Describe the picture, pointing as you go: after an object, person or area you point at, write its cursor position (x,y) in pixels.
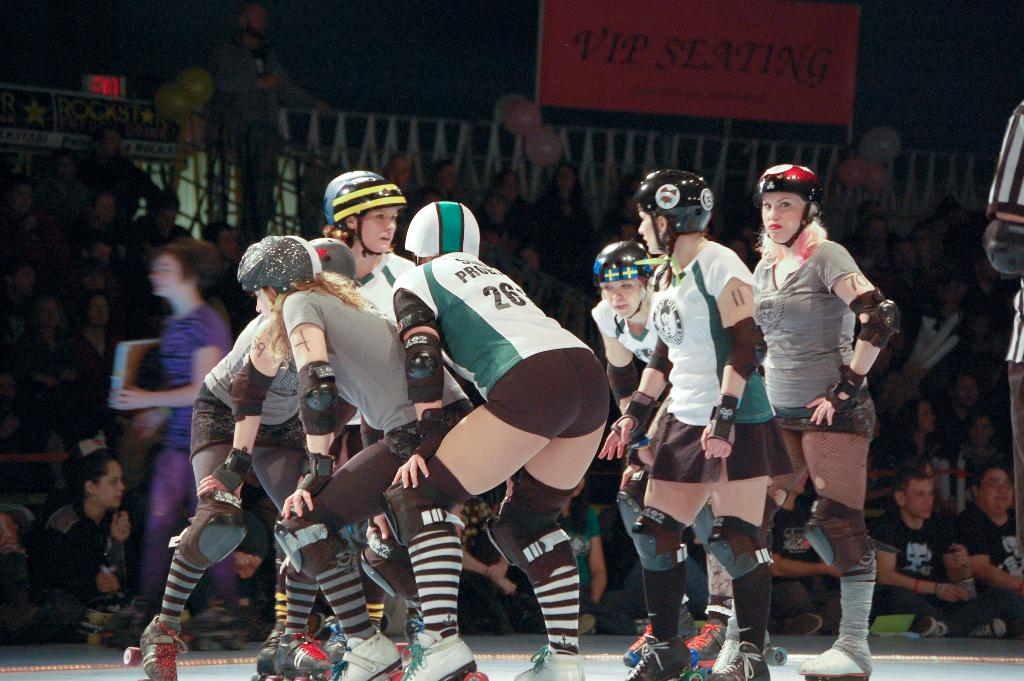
In this image I can see few persons (479,383) wearing sports dress (473,366) and skating shoes (751,666). And in the background (485,536) there are some people (215,244) who are sitting and a person (167,295) of violet dress (169,329) is walking. Also at top of the image (630,20) there is a banner (769,105) with some text (633,47) written on it.
